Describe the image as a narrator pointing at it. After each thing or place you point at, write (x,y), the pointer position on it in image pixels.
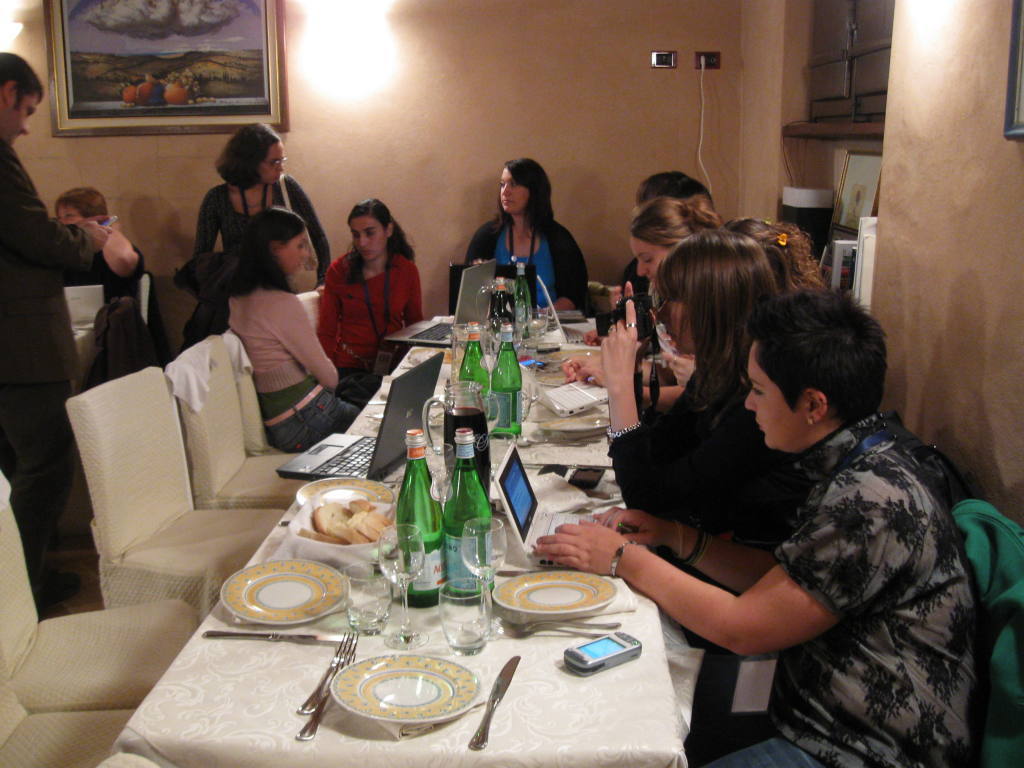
In this image there are few people (790,701) sitting on the chair (125,625). At the left side (15,97) there is a person (74,580) standing and holding a mobile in his hand (99,233). At the middle of the image (360,479) there is a table (266,765) having some plates (405,656), forks (316,720), knife (312,636), mobile (627,640), glasses (394,640), bottle (464,431), jar (480,445), laptops (380,475) and bowl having food (370,541) on it. Left there is a picture frame (245,3) and light (339,42) on the wall (441,138).
